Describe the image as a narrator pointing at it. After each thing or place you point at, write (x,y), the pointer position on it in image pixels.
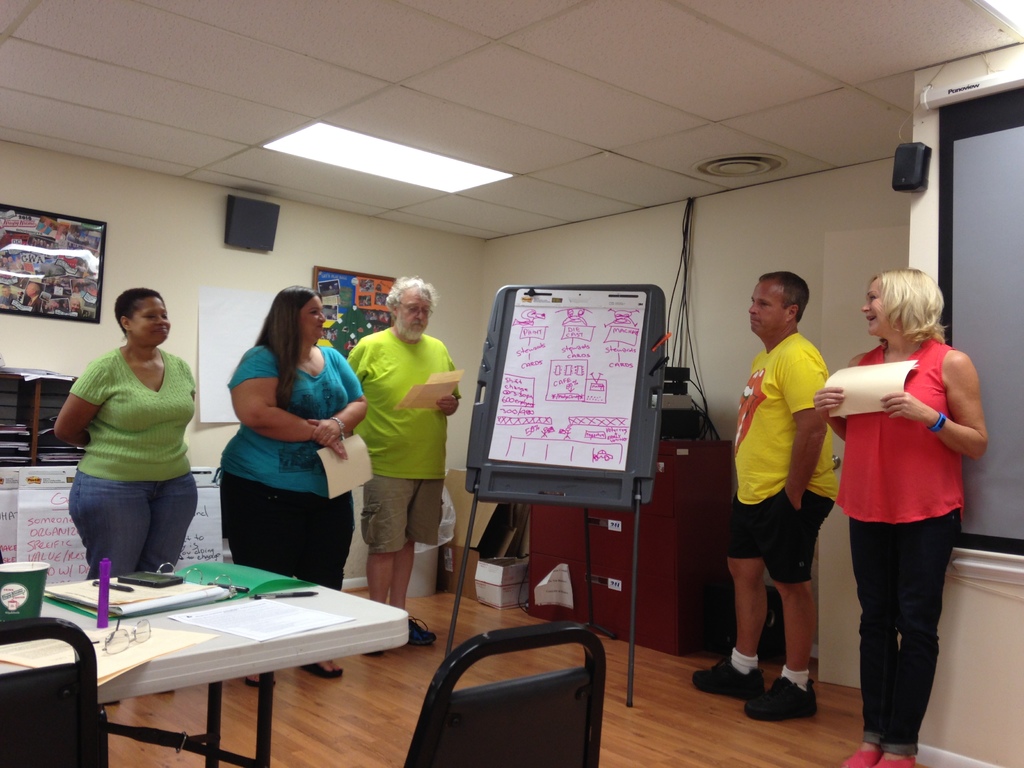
This picture is taken in a room (728,586). There are five persons (947,397), three persons (435,435) standing to the left (160,433) and two persons (770,460) are standing to the right (884,502). Towards the right corner (871,469) there is a woman (969,437) wearing a red top (944,391), black jeans (923,564) and pink shoes (872,764), she is holding a paper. In middle of them there is a board (618,322) with writings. Towards the left corner (56,586) there is a table (209,684), on the table (216,689) there are glasses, spectacles (115,632), books (167,592) and files (251,590). Towards the bottom (543,710) there is a chair (596,692). In the background (26,240) there is a photo frame (67,216), a speaker (252,241) and a board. In the top (413,131) there is a ceiling (495,111).
